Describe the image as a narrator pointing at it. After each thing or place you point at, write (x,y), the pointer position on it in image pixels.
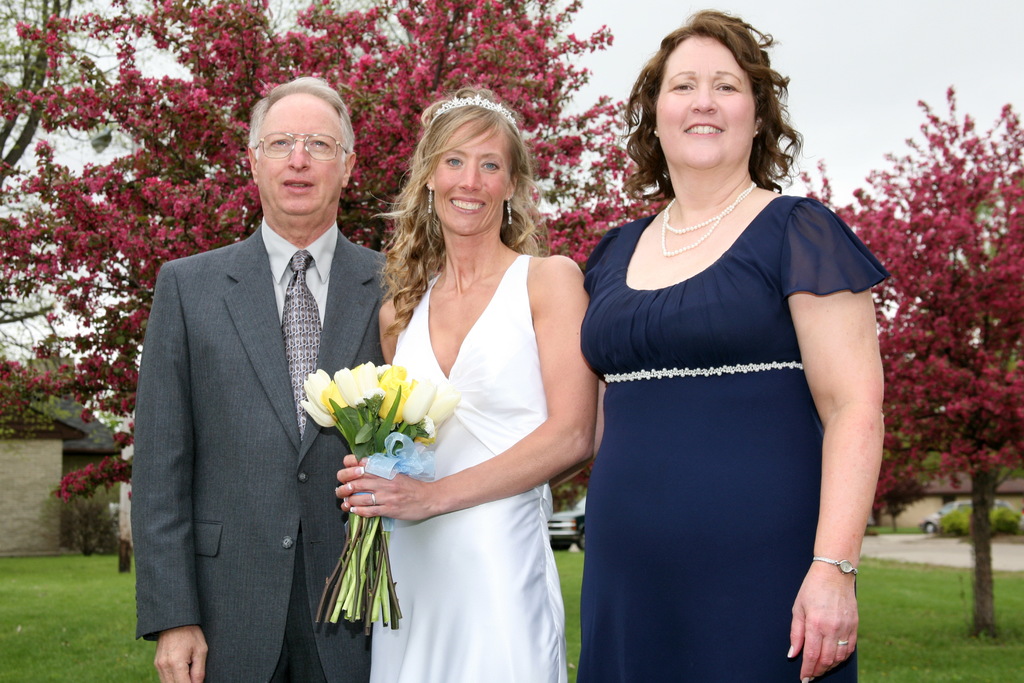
In this picture I can see a man (279,267) and a woman (587,355) are standing in the middle (557,428), one of the woman (527,428) is holding the flowers (388,381), in the background (924,265) there are trees (909,265), on the left side (36,502) it looks like a house (24,450), on the right side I can see a car (930,526).
